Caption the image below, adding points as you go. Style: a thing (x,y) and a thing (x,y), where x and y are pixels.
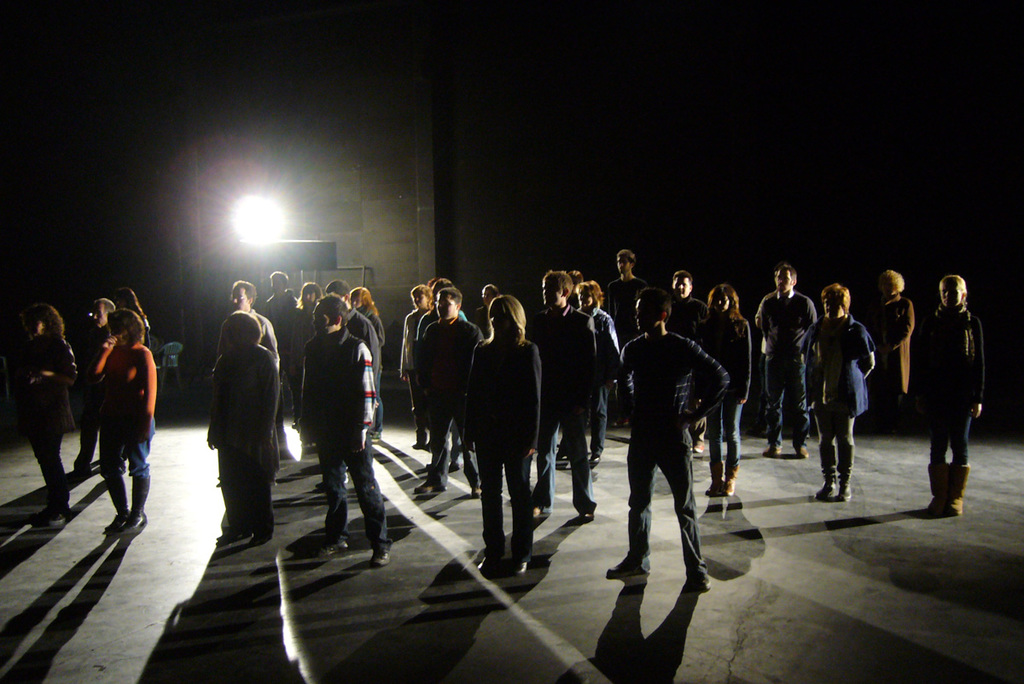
In this image we can see a few people (512,369) standing on the floor (314,465), we can see a light (254,227), also we can see the wall (499,142).
